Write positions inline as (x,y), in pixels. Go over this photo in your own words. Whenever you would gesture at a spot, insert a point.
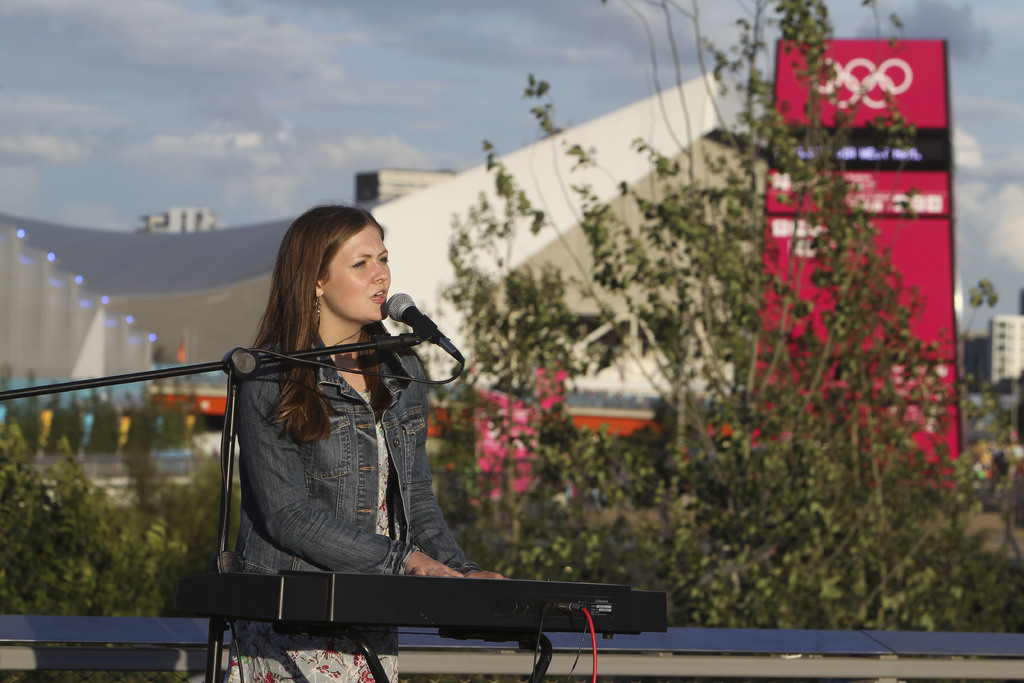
In this image I can see the person (263,476) standing in-front of the mic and an electronic device (471,609). In the background (562,488) I can see many trees (566,511), banner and the buildings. I can also see the clouds (196,153) and the sky (296,116) in the back (288,114).
